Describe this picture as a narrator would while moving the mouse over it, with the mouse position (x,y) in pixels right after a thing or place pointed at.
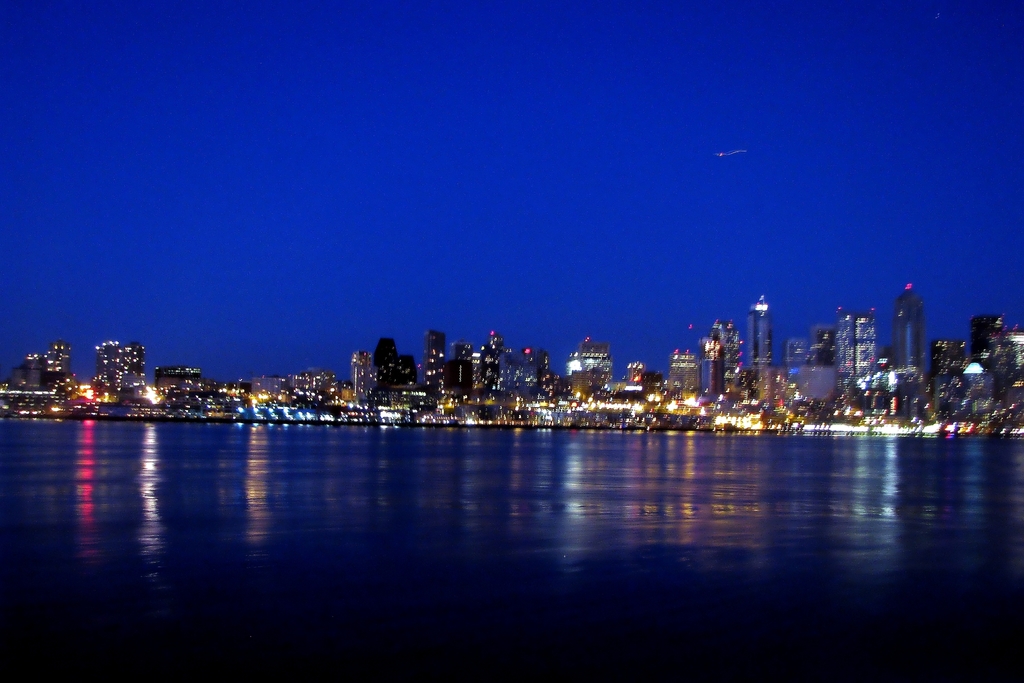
There are buildings (640,373), this is water (523,513) and a sky (562,191).
